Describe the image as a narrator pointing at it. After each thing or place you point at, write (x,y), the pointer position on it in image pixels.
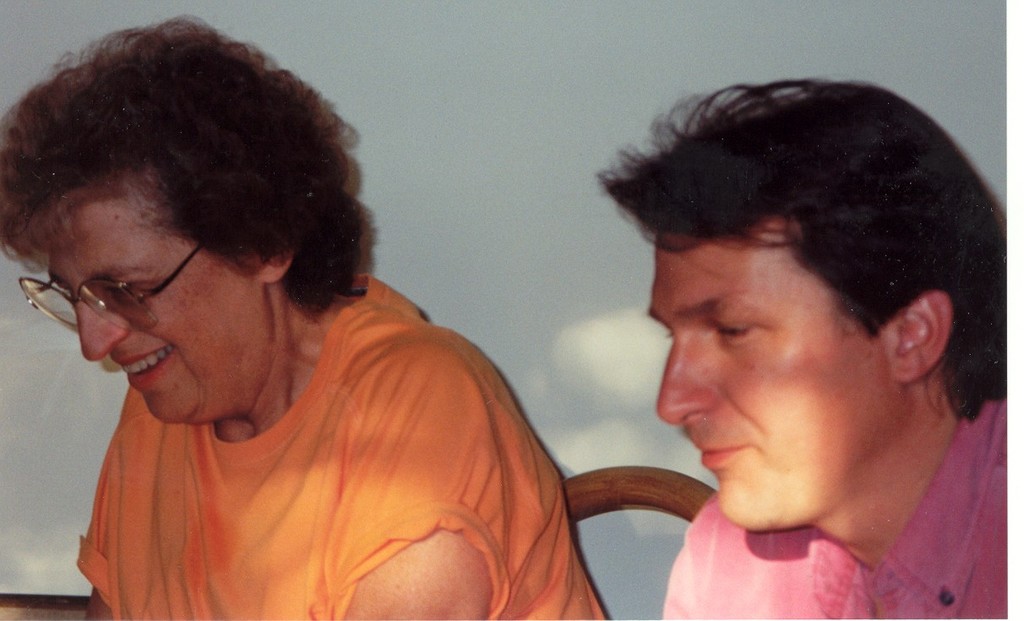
In this image we can see there are two persons (406,436) sitting on the chairs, one of them is smiling, behind them there is a sky (450,174).
